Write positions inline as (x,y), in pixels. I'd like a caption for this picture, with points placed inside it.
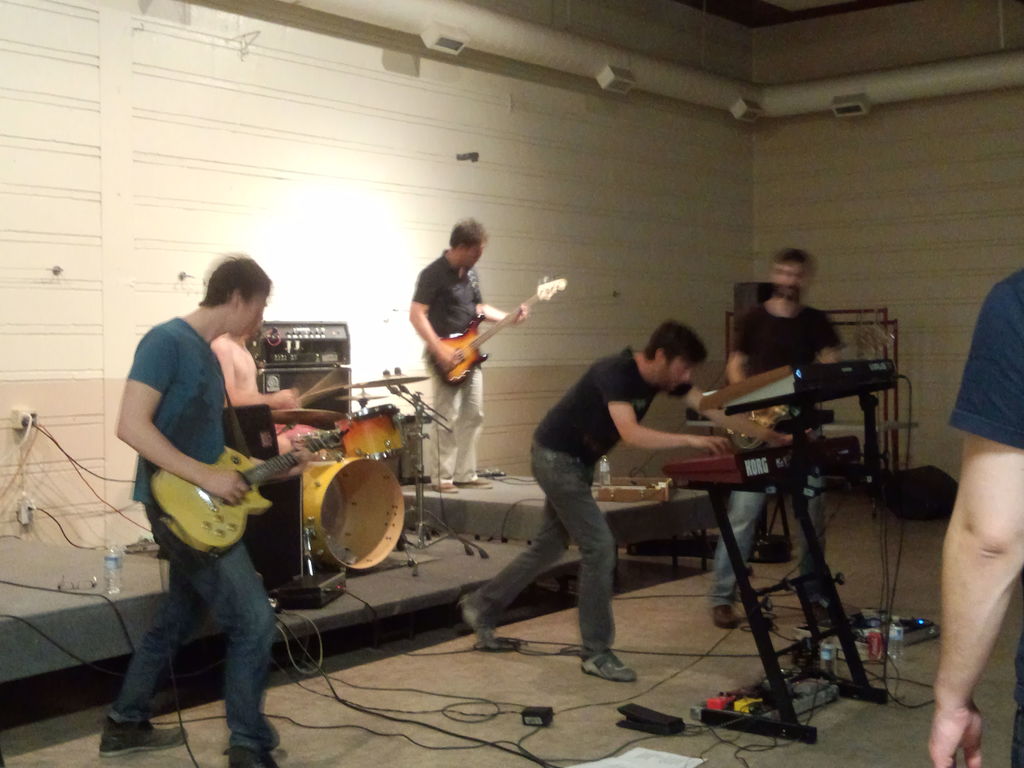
In this image there are group of persons (602,415) who are playing musical instruments (741,481).
